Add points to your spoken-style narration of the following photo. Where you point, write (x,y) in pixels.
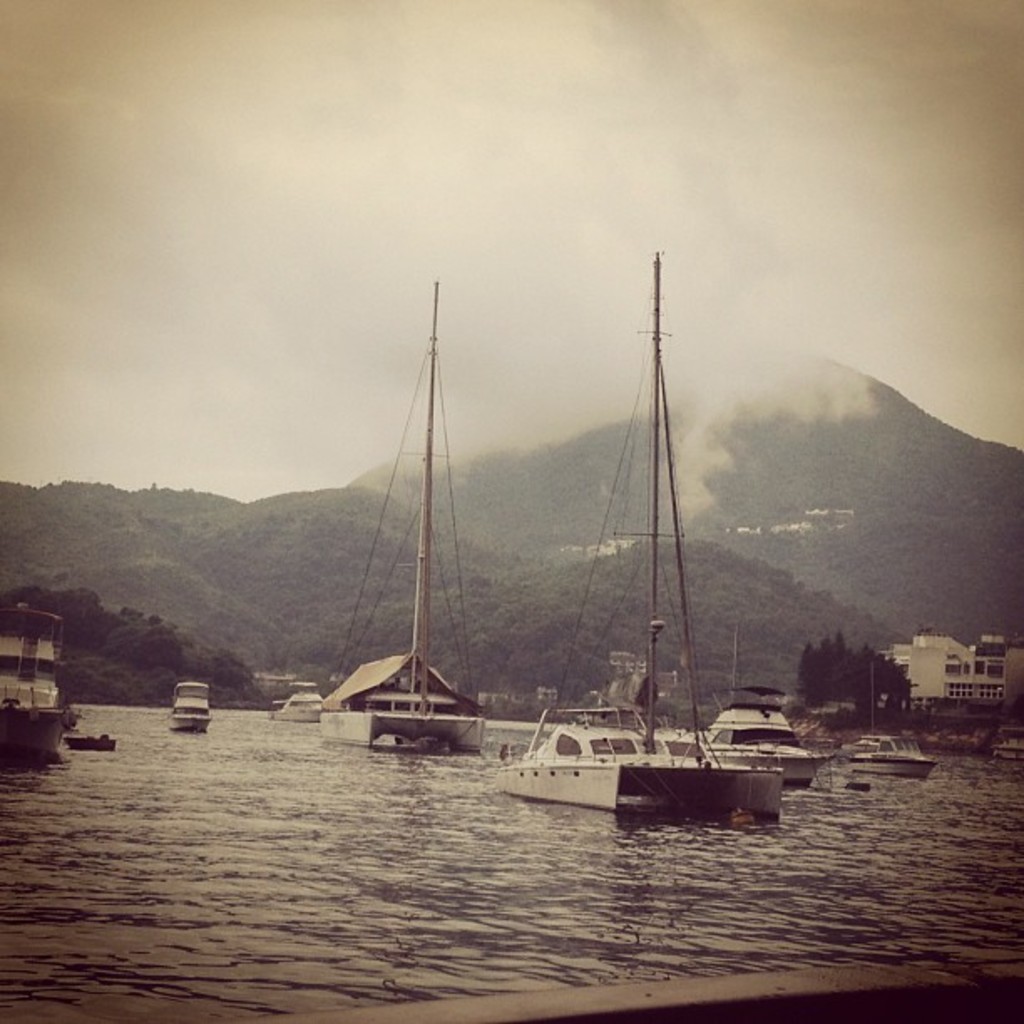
There is water (447,855). On the water (515,730) there are many boats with poles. On the right side (919,645) there is building (931,662) and trees (832,670). In the back (450,559) there are hills (595,480) and sky (485,236) with clouds (516,232).
